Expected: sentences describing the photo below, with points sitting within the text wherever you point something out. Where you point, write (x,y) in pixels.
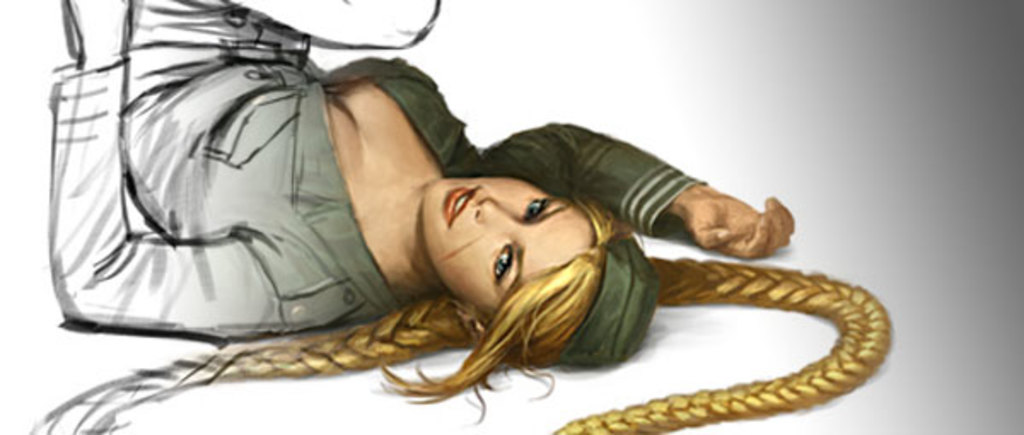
In the picture we can see a cartoon image of a woman (599,315) lying on the floor (629,392) and she has two long hair plaits (788,406).
